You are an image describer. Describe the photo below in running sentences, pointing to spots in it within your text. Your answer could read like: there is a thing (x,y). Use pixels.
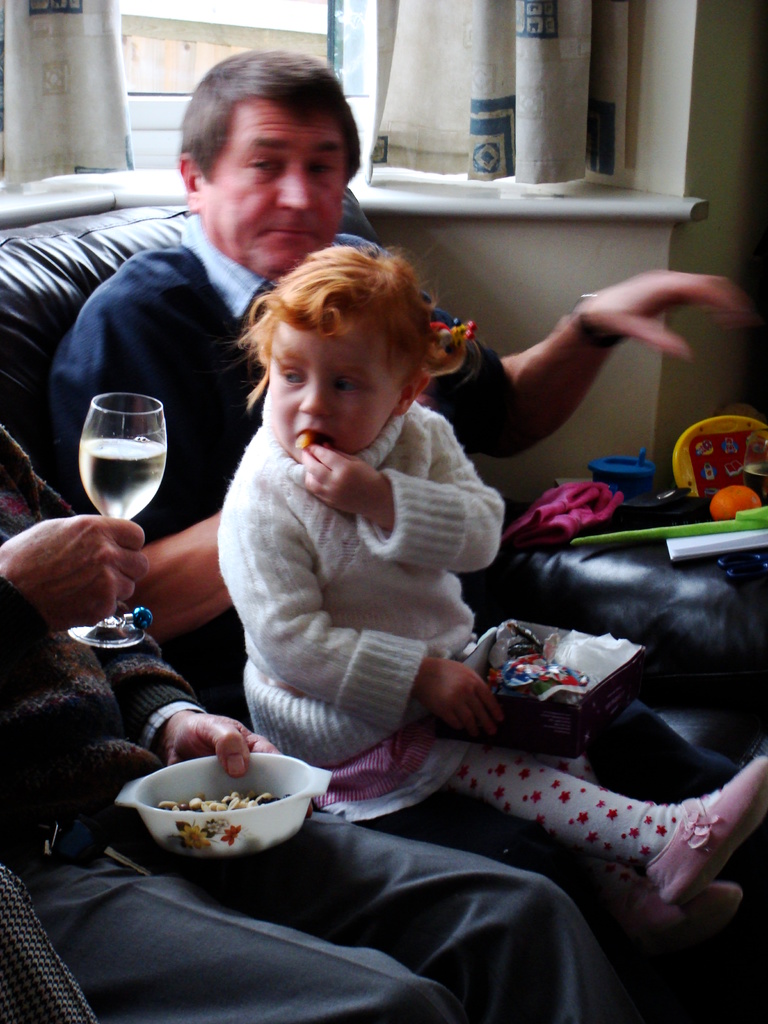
In the image we can see there are people (324,473) sitting on the sofa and a man (96,598) is holding wine glass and a bowl (225,780) in his hand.
